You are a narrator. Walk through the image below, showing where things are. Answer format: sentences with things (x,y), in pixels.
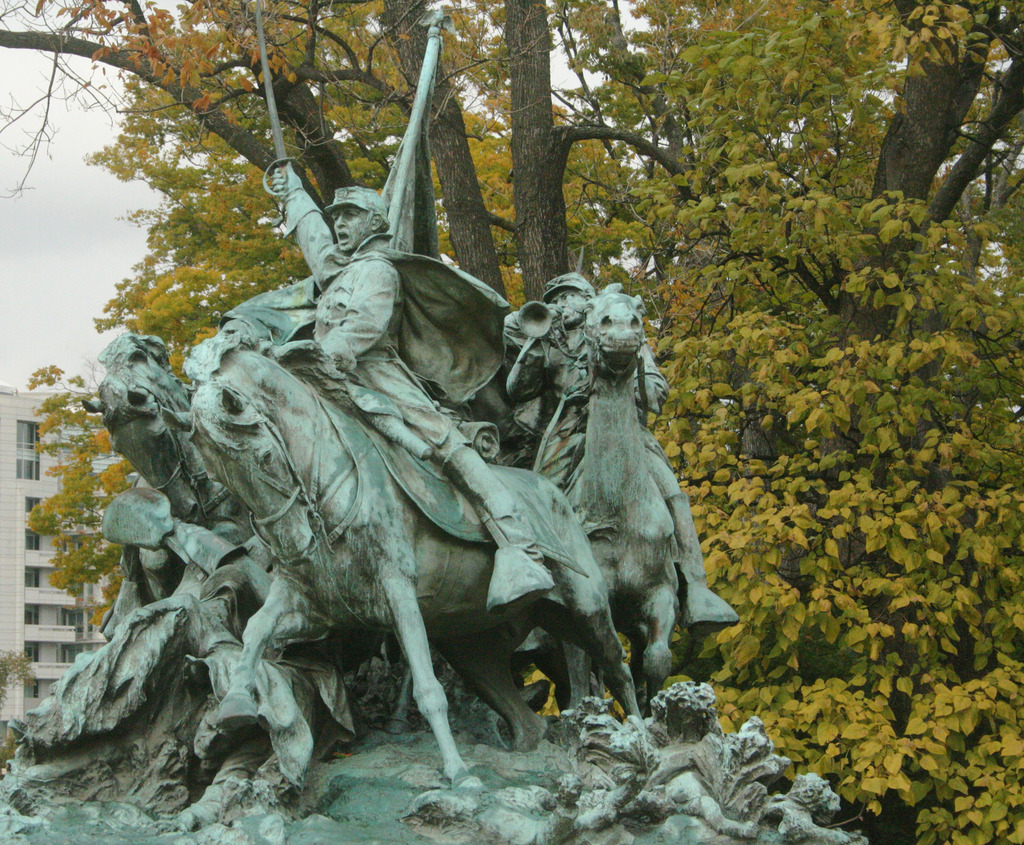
In this picture we can see a statue (289,664) and in the background (1000,260) we can see a building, trees (760,336), sky (37,330).
